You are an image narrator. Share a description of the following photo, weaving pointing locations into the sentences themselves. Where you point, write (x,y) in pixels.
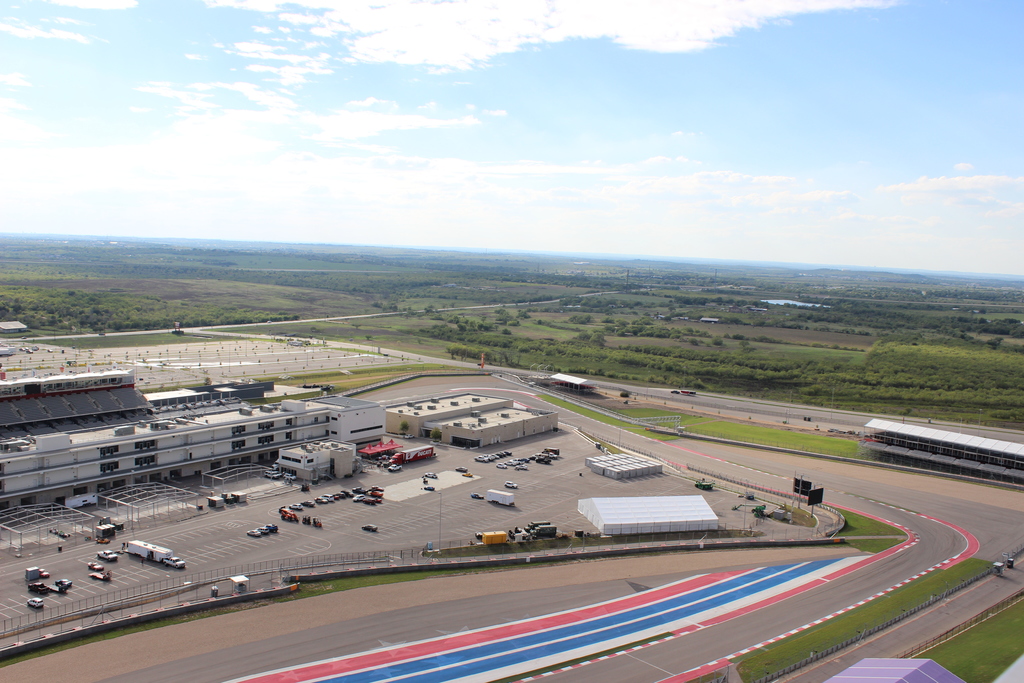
In this image there is the sky (621,112) towards the top of the image (508,114), there are clouds (462,54) in the sky (459,69), there are trees (520,274), there is grass (731,350), there is road (832,674), there are buildings (81,463), there are vehicles (497,454) parked, there is an object (889,664) towards the bottom of the image (900,674), there are poles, there are boards (811,498), there is an object (987,466) towards the right of the image (984,442), there is a fence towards the left of the image (147,610).
